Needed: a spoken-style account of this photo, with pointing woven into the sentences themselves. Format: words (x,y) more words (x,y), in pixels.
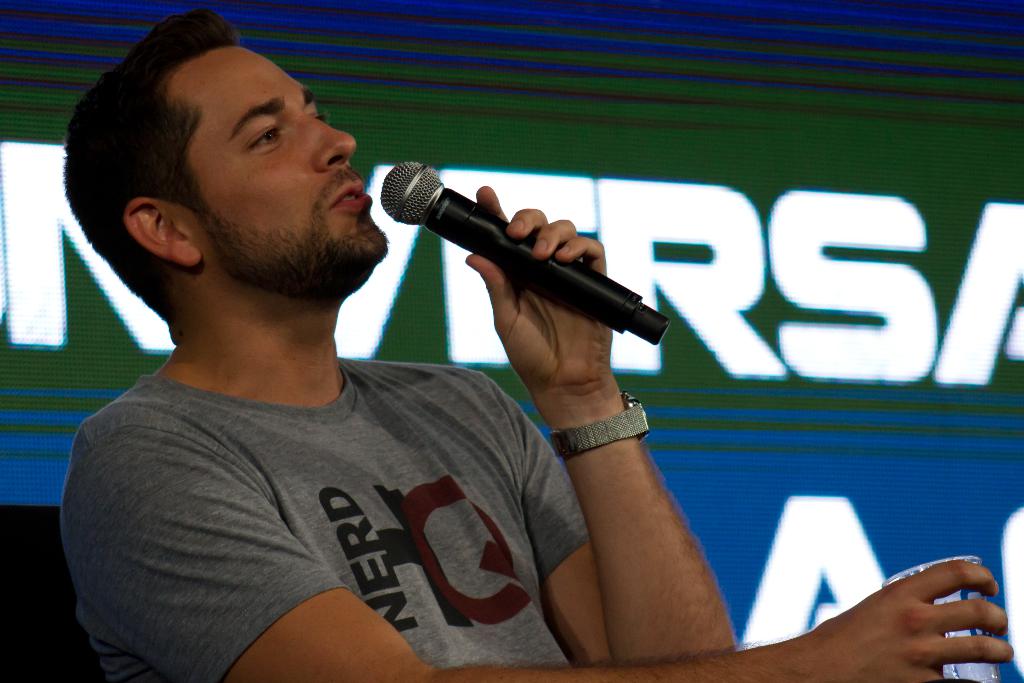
Here there is person (392,519) with grey Shirt (423,498). He is holding a mic (520,276) and he is talking something. backside there is a banner (837,379). He is also holding a glass (958,600) in his hand (926,615). he also has a watch (589,441).
